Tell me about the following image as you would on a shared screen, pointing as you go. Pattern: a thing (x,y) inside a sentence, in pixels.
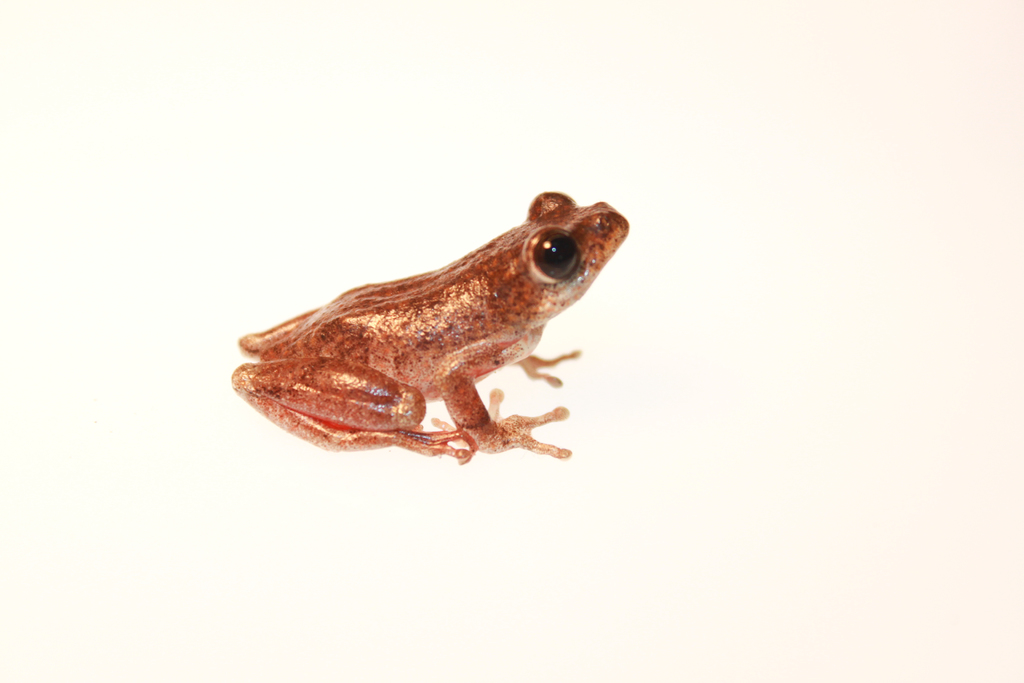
In the center of the image (437,303) we can see one frog (451,342), which is in brown color.
